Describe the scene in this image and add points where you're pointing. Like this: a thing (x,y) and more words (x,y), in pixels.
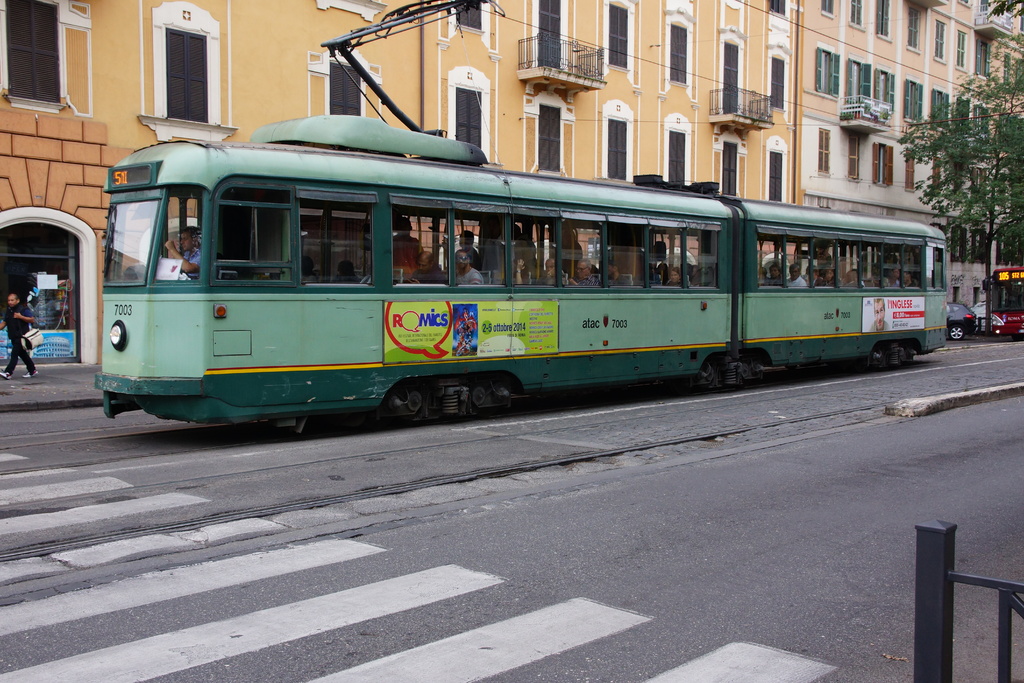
In this picture I can see the train (781,287) on the road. Inside the train (349,235) I can see many persons (854,277) who are sitting on the seat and some persons (571,251) are standing. On the left (15,319) there is a man (8,305) who is wearing black dress (23,352). He is walking on the street (258,677). At the bottom (175,613) I can see the zebra crossing (194,581). On the right (1004,302) I can see the bus (1005,300) and car (966,326) which are parked near to the tree (1008,195). In the back (719,27) I can see the buildings (647,155). At the top (47,20) I can see many windows (16,72).
